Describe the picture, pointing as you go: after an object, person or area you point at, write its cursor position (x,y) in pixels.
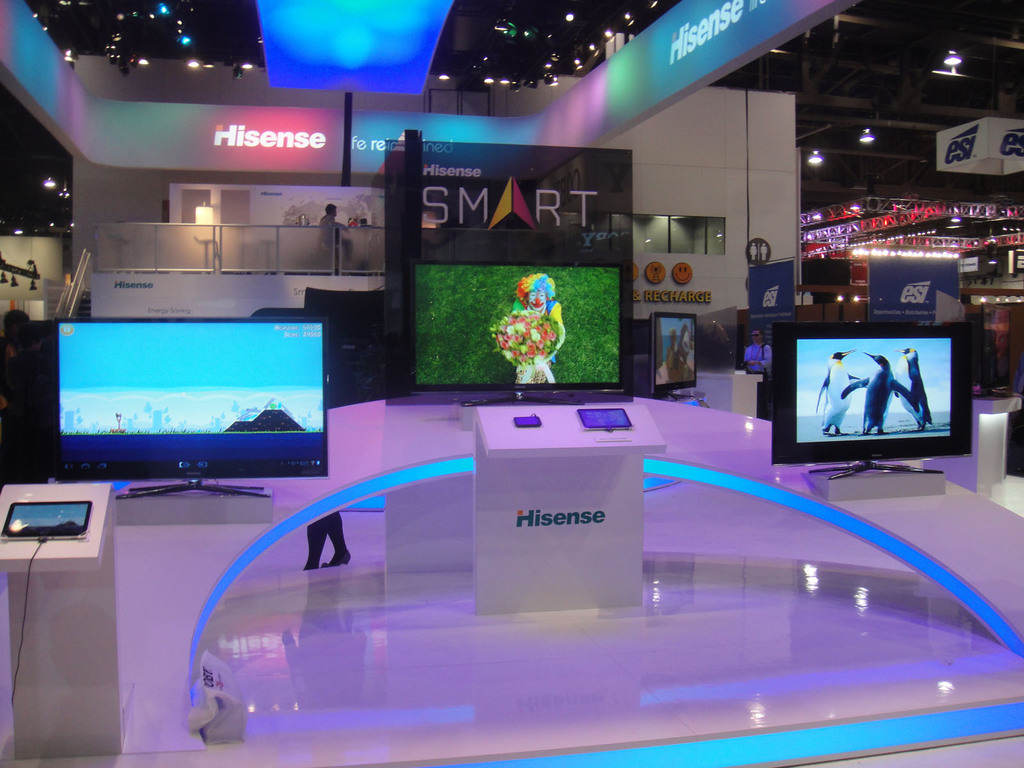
In this image in the front (554,526) there is a stand (20,612) and on the stand (80,581) there are objects (601,418) which are black in colour. In the background (554,350) there are monitors (610,342), there are boards (713,38) with some text (688,38) written on it and there is a railing (327,247) and behind the railing (327,246) there is a person (339,224) standing. On the right side (945,167) there are boards (972,154) with some text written on it and there are lights (865,129) on the top (952,218).
